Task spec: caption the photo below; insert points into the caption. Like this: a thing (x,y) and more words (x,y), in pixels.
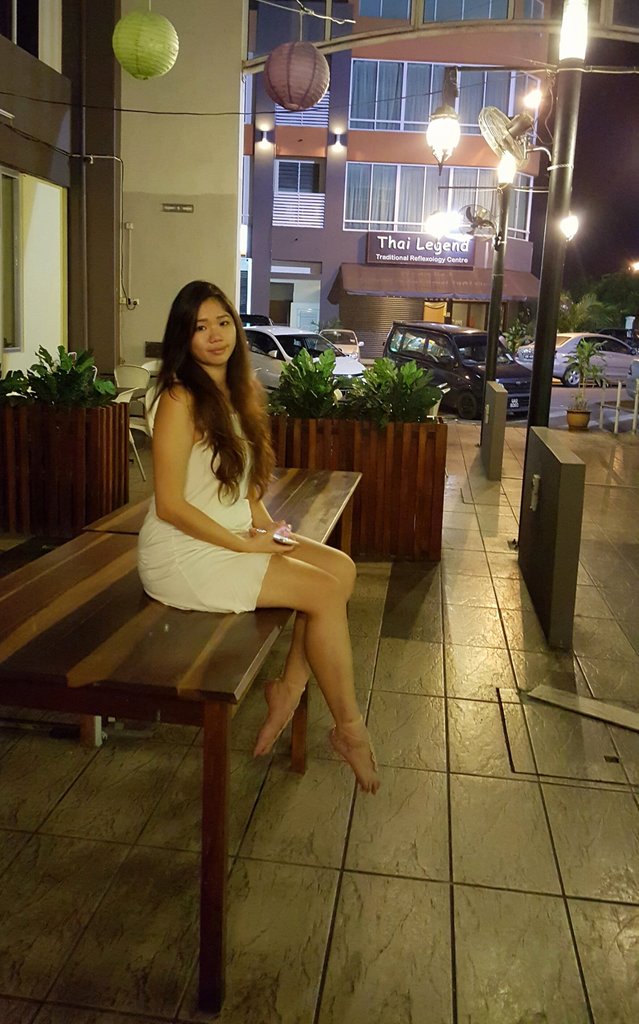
In this picture we can see a woman (161,591) sitting on the bench (178,681). This is the floor (484,863) and these are the plants (12,385). On the background (522,56) we can see a building (357,270). These are the lights (567,48) and there are some vehicles (467,390) on the road (598,407).
